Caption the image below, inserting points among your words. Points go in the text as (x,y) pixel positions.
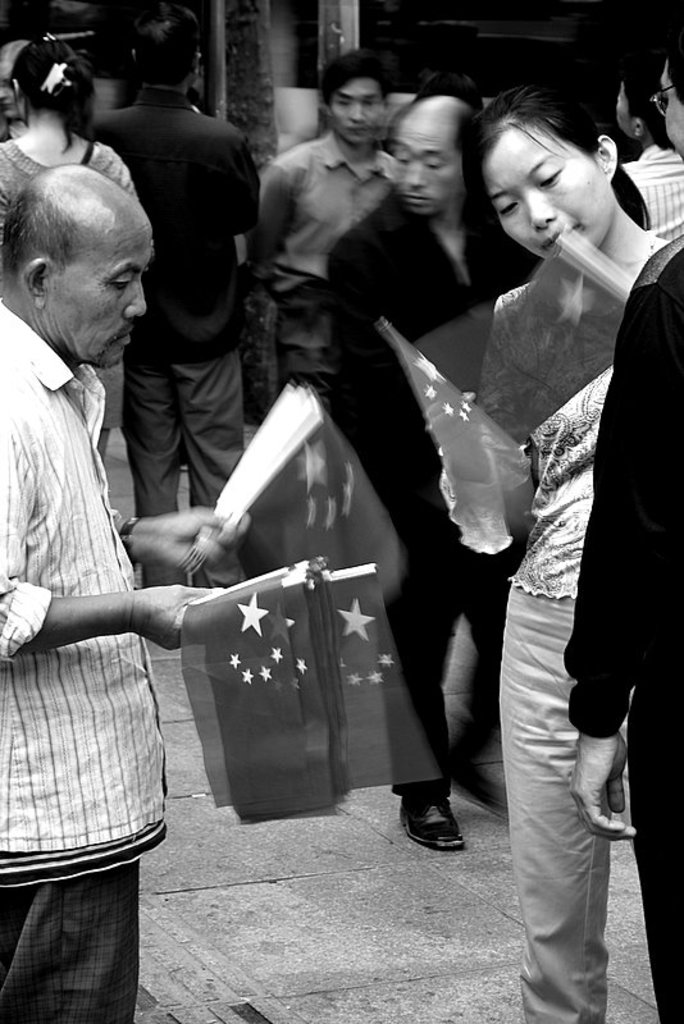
In the image I can see a person (157,754) who is holding some things (290,758) and also I can see some other people (677,437).
